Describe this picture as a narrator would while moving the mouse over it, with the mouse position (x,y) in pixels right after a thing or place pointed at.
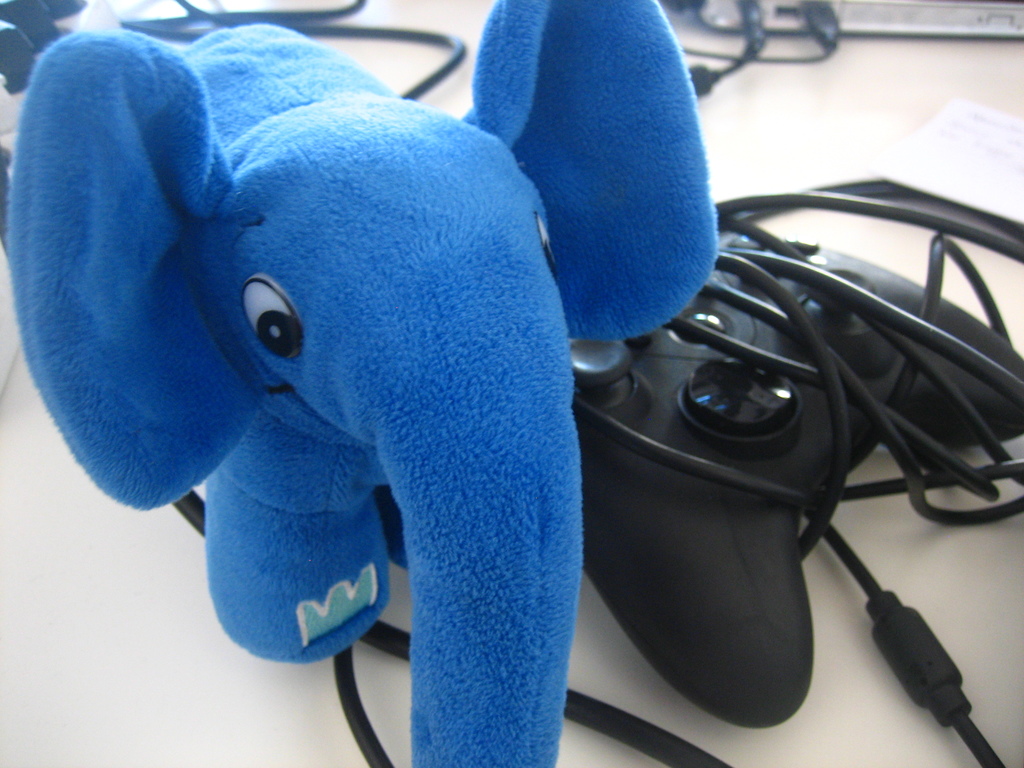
In the center of this picture (348,419) we can see the toy elephant (443,675) and we can see the joystick (801,429), cables (773,318) and some other items (869,24) seems to be placed on the top of the table (12,486).
